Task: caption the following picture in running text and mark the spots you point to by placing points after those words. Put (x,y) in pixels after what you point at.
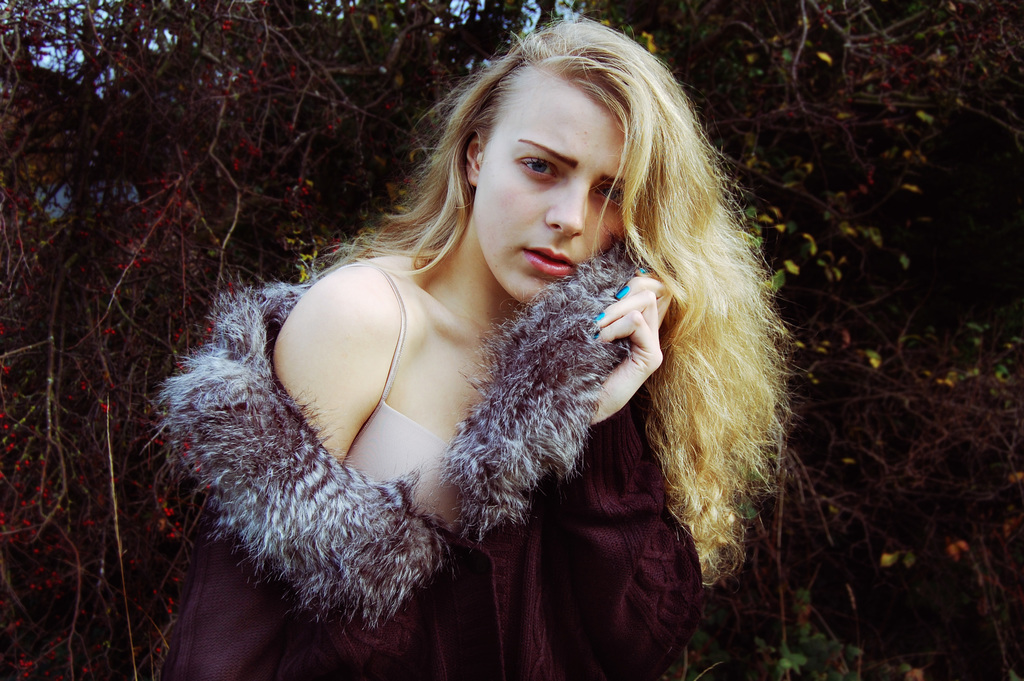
In the center of the image (369,441) there is a girl (650,104) wearing a jacket (646,652). In the background of the image (284,156) there are trees (426,121).
